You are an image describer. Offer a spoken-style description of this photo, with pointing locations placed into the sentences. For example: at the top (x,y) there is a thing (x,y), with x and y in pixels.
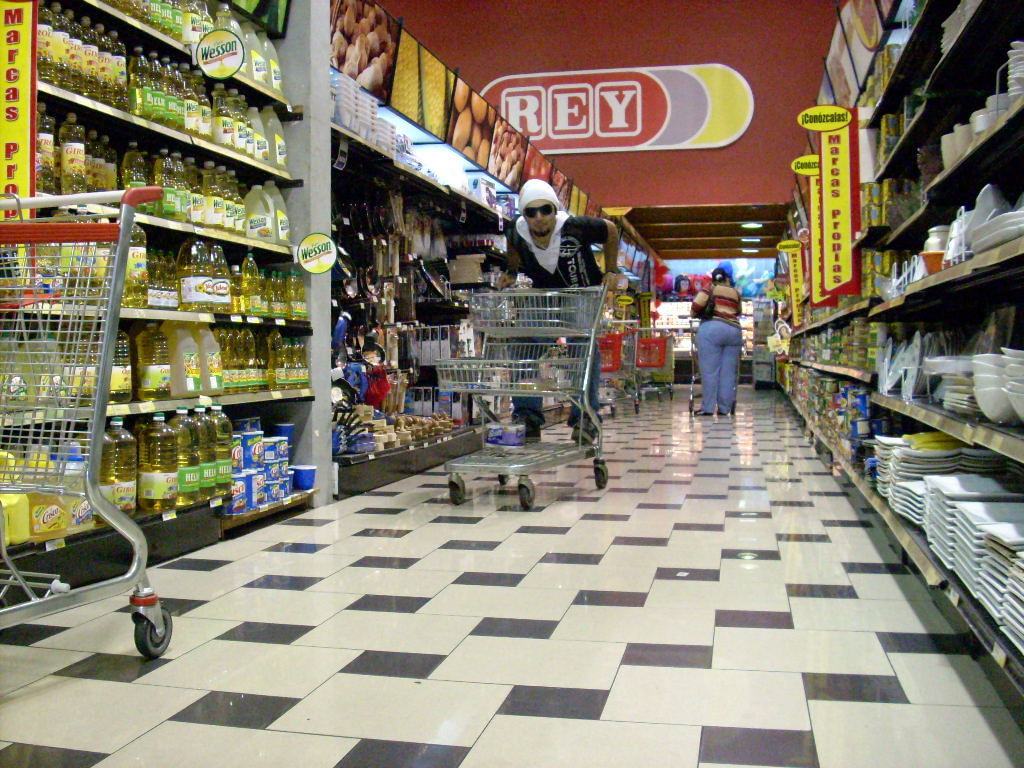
In this image we can see a person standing behind the cart (568,361) and at the back (725,400) there is a person (705,404), on the right (923,367) we can see some plates (990,224) and on the left side (280,141) we can see some food items (138,77).
